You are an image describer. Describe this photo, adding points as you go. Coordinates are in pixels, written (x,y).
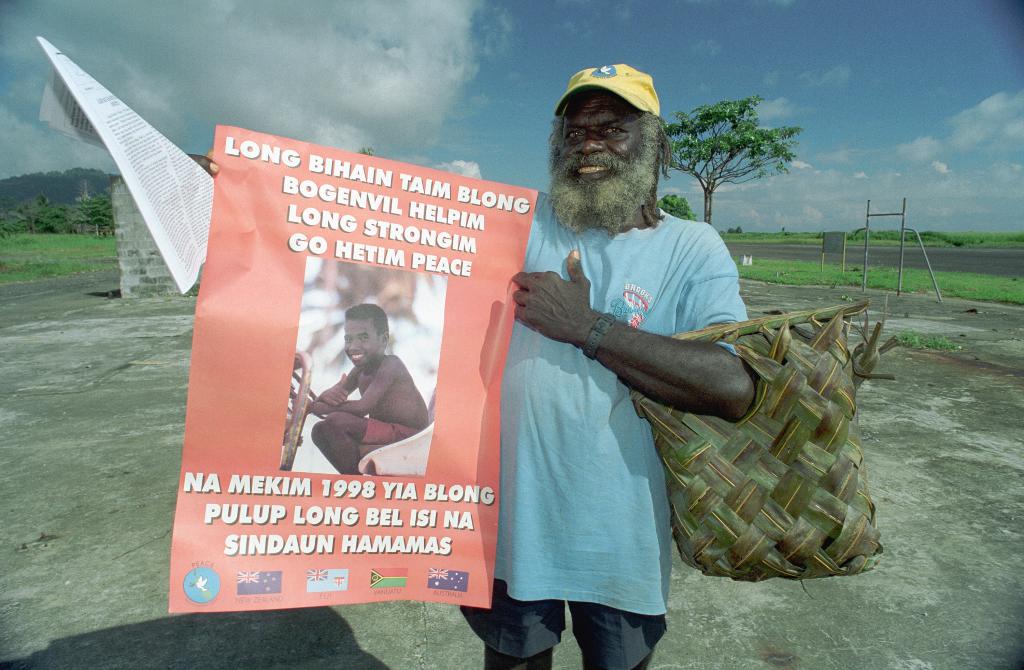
In this picture I can see a person (612,230) with a smile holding the banner (405,271). I can see green grass (879,280). I can see trees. I can see clouds (340,50) in the sky (338,78).
